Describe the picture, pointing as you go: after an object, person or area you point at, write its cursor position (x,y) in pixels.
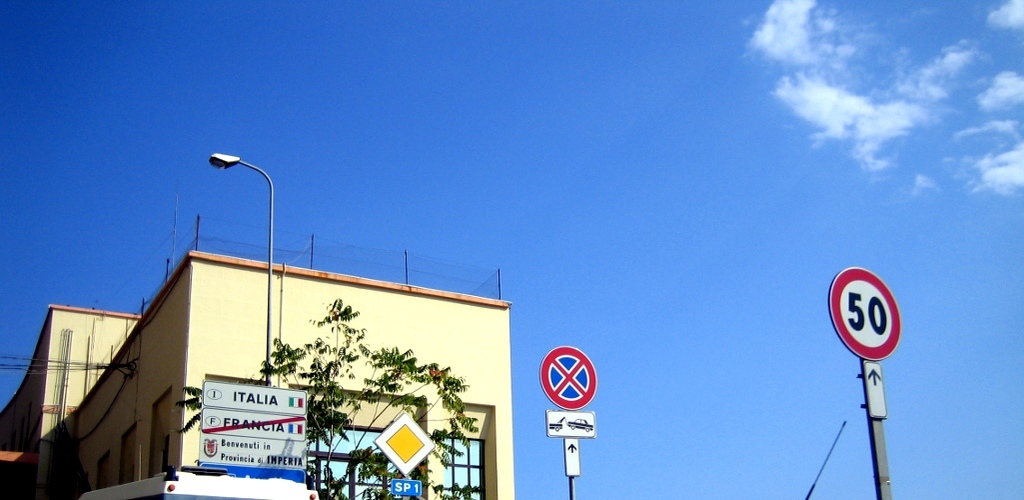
In this picture we can see few sign boards (839,327), pole (271,224), light (214,164) and a vehicle (232,485), in the background (216,361) we can find a building (186,294), tree (408,358) and clouds (851,95).
